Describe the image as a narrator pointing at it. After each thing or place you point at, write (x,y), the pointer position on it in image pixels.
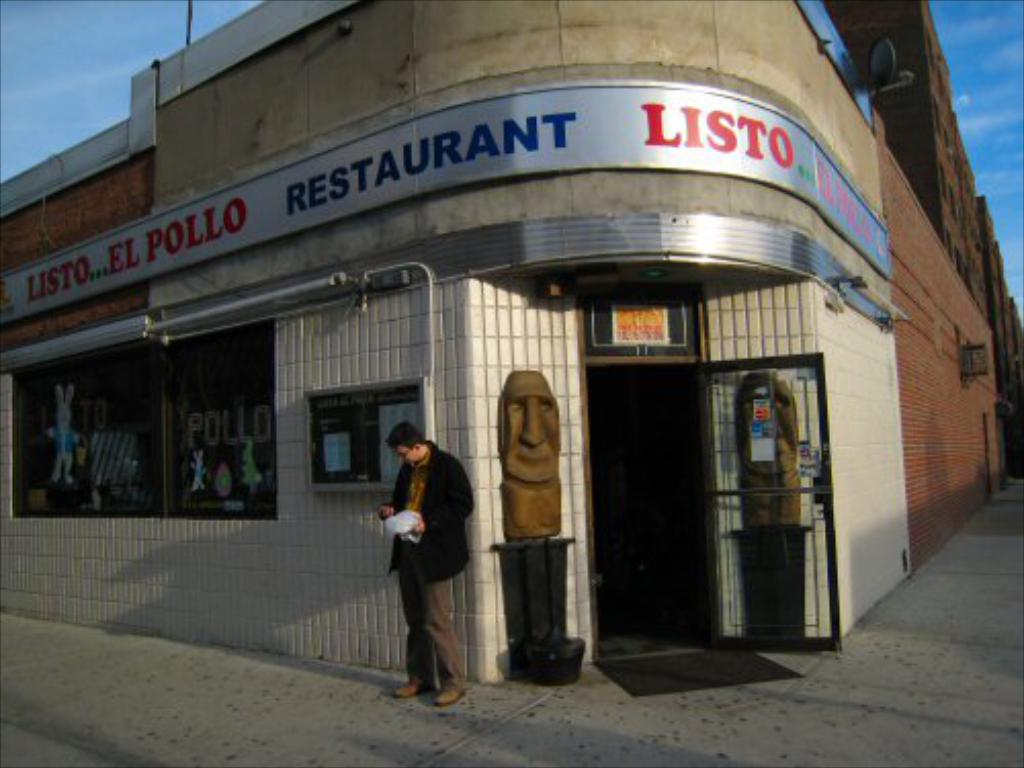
In this image I can see a man (410,431) is standing in the centre (426,511) and I can see he is holding a white colour thing (404,533). Behind him I can see a building (397,344) and on it I can see few boards (735,155). I can also see something is written on these boards (415,408). On the right top side (966,103) and on the left top side of this image (21,86) I can see the sky (83,107). I can also see a door (750,377) on the right side of this image (754,409).
